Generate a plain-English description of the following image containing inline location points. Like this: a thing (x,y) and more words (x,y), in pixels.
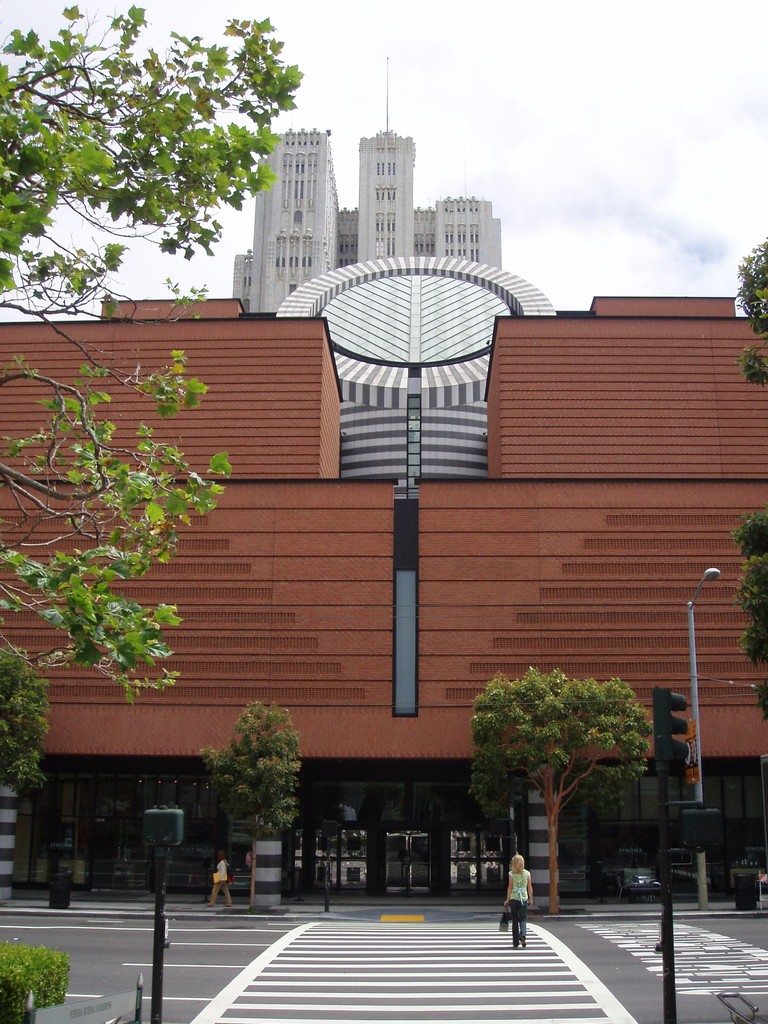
This picture is clicked outside. In the center (362,374) we can see a person (517,856) walking on the zebra crossing (432,989) and we can see the traffic light (661,845), lamp post (688,605) and a person (218,886) walking on the ground (182,921), we can see the plants (54,956), trees (64,128) and some other objects (32,999) and we can see the buildings (281,584). In the background (607,141) we can see the sky (602,156) and some other objects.
